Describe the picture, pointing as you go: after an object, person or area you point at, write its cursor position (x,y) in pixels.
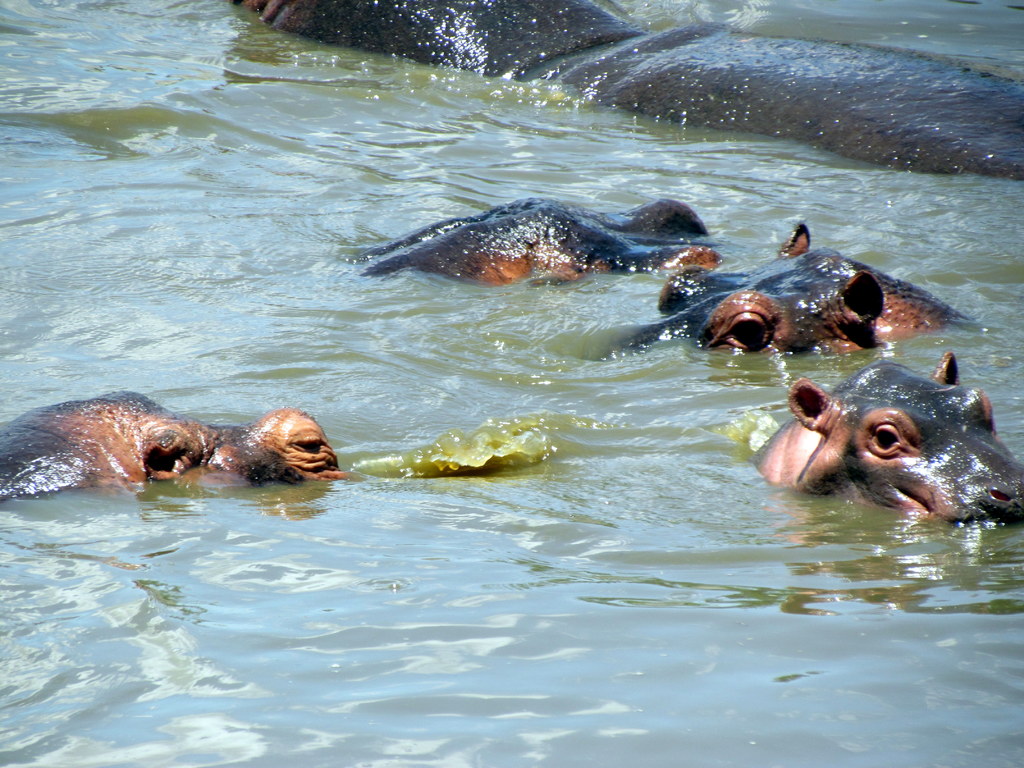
In this picture we can observe hippopotamuses (573,239) swimming in the water (433,133). They are in brown color.
